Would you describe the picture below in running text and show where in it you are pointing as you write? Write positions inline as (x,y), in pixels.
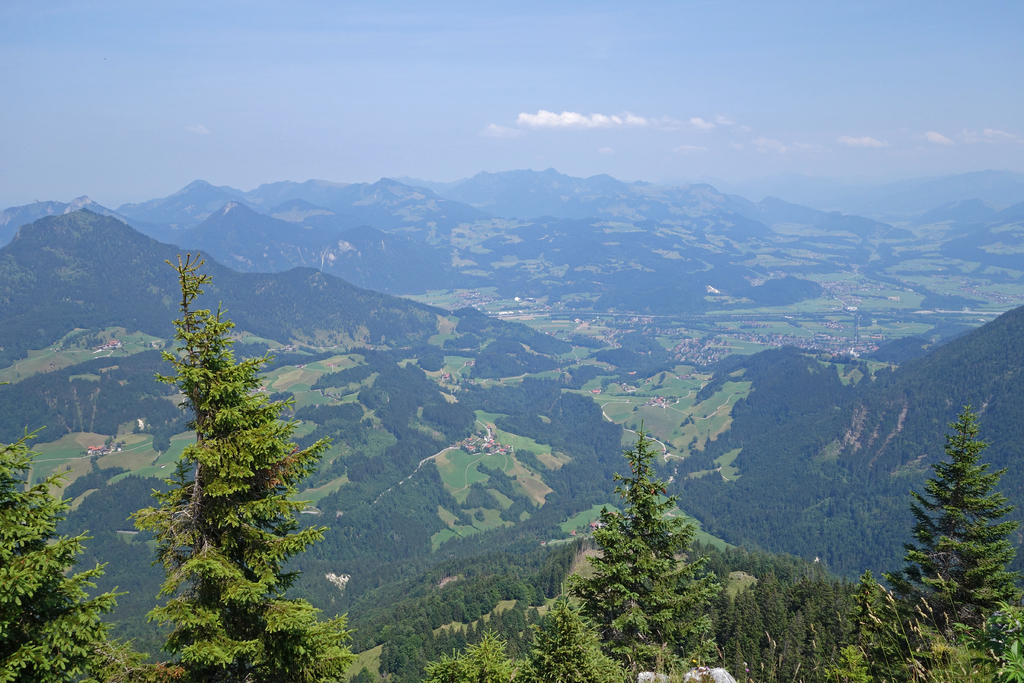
In this picture I can see there are some trees (515,575) and mountains (382,564), they are covered with trees (368,546) and the sky (793,59) is clear.
